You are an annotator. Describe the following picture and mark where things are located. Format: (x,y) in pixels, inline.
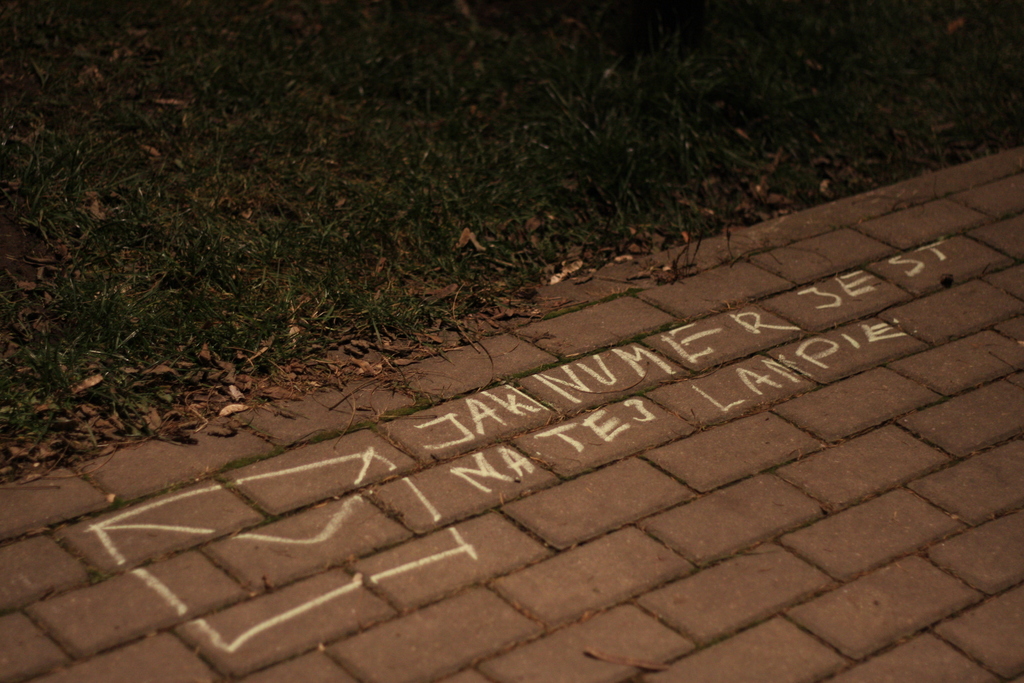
This picture is clicked outside. In the foreground (312,553) we can see the text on the pavement (668,487). In the background (647,122) we can see the green grass (475,134) and the dry leaves (179,404) lying on the ground (391,293).
